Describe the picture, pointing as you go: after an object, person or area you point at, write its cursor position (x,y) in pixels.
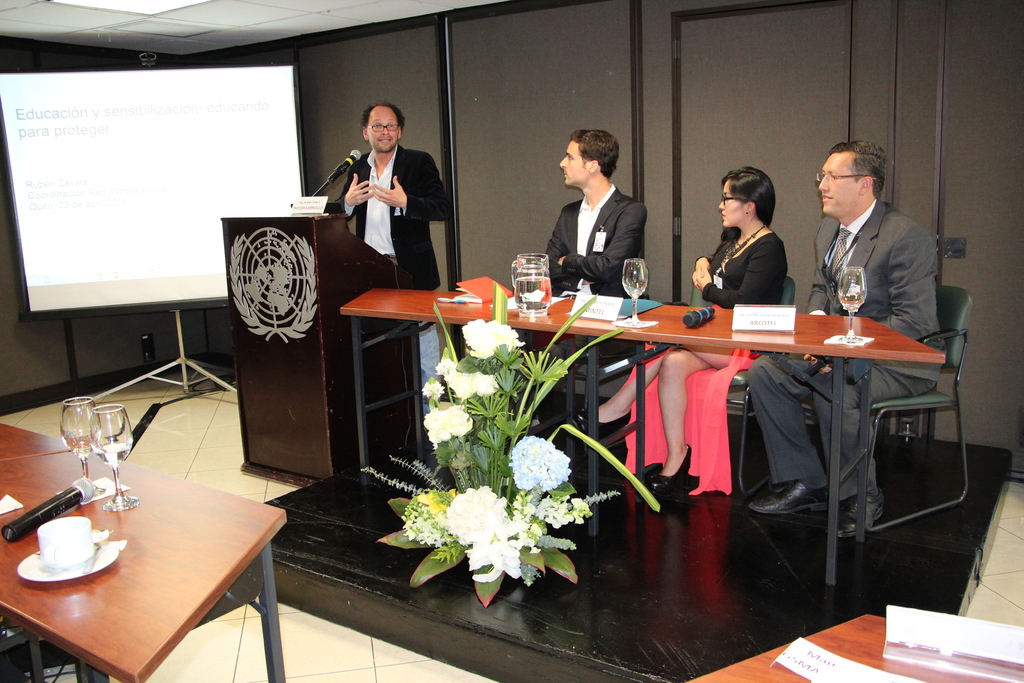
In this we can see two man (637,246) and a woman (738,221) sitting in the room (654,263) near a table (356,342) and a man (404,197) delivering a speech wearing black coat (415,216) and white shirt (378,241) near the speech desk (279,326). On the table (489,316) we can see a water jar (540,300) and glass (635,305) and a big flower pot (526,494) on the stage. We can see another table (139,510) on which microphone (60,497) and glass (83,415) is placed. Just behind that we have projector screen (201,122) with stand (179,336) at the corner of the room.
